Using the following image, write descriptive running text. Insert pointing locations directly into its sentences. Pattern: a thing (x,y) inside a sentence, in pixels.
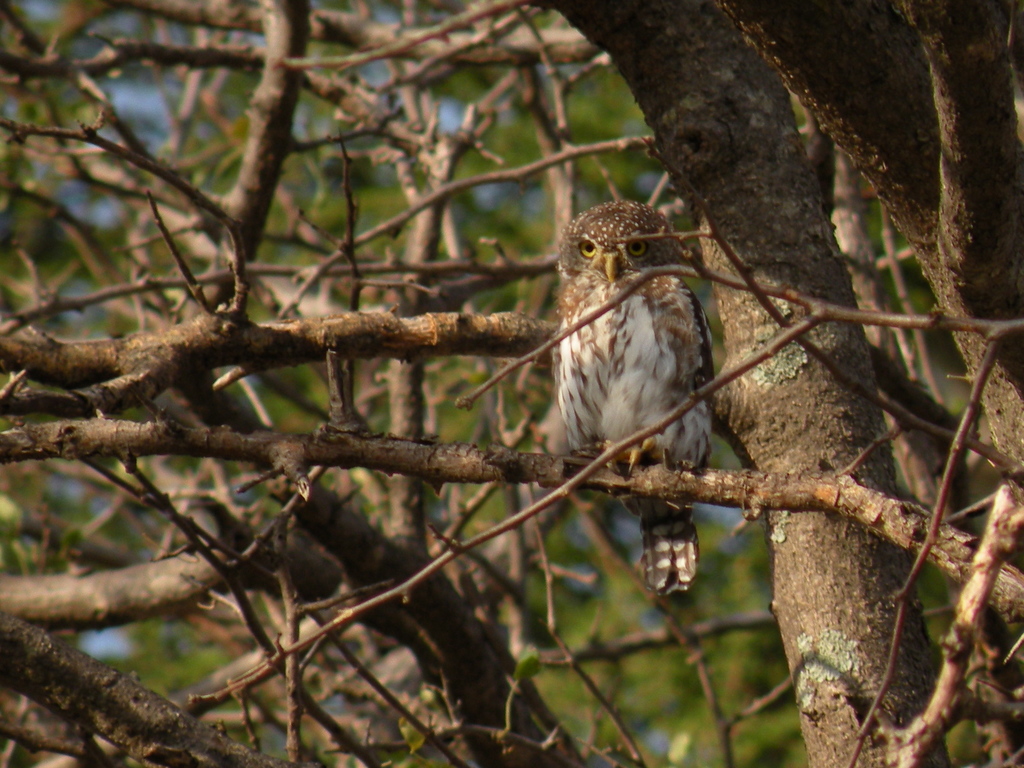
In the image there is an owl (654,356) standing on the branch (651,473) of the tree (260,439). There are many branches (258,158) of the tree (225,379). There is a green color background (704,560).
